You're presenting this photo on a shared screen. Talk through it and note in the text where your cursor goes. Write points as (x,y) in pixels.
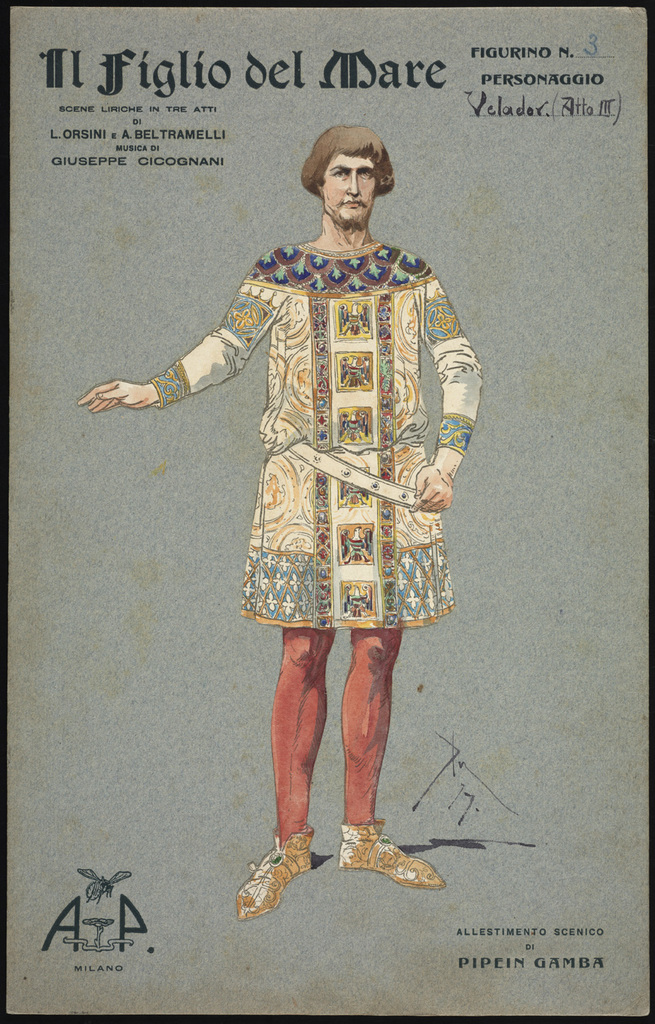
In this picture we can see a person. This is a painting (245,632).
